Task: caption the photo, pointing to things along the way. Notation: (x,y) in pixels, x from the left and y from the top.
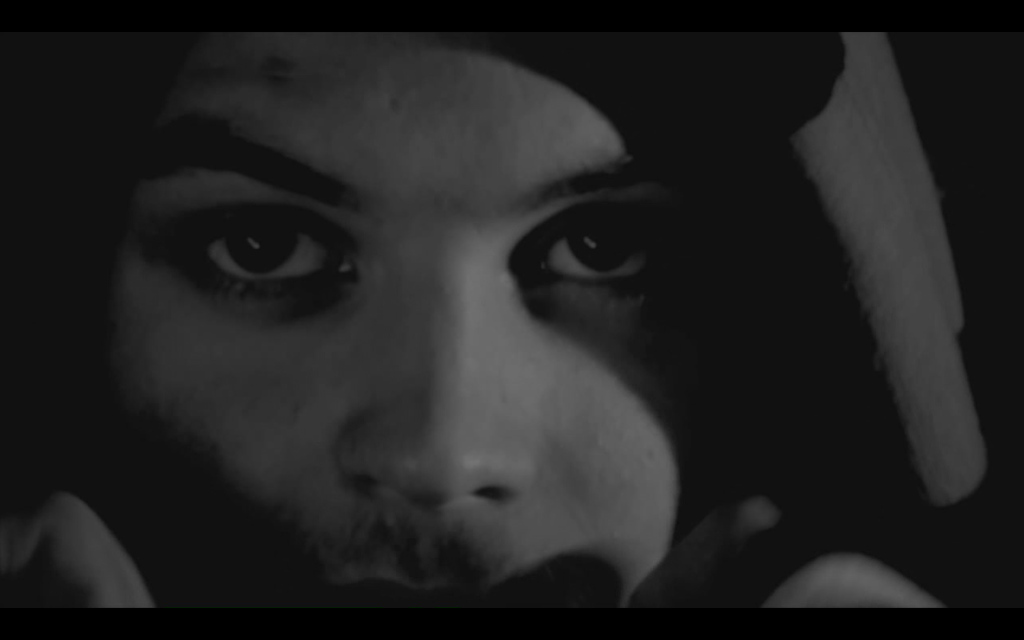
This is a zoomed in picture. In the foreground (696,213) we can see the face (433,171) of a person (492,401) which consists of eyes (629,254), eyebrows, nose (441,352). The background of the image (752,244) is very dark and there are some objects (928,221) in the background (925,202).
